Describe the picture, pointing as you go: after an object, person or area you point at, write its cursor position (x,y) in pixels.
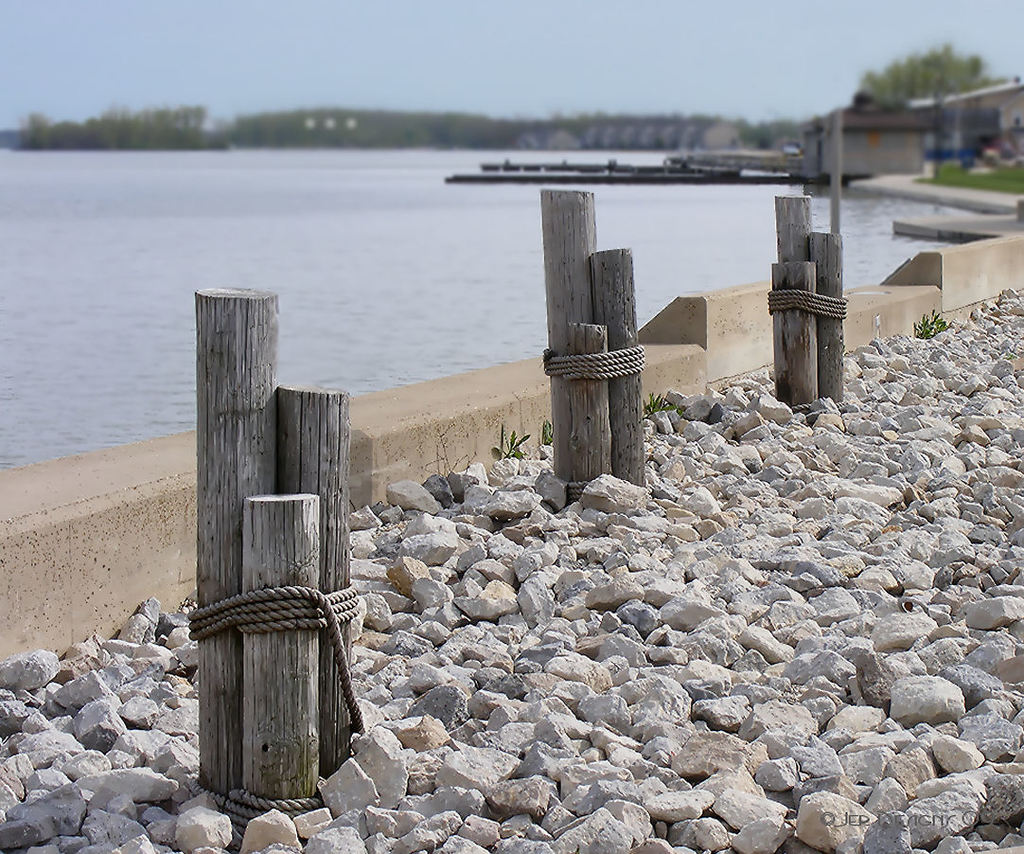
In this image in front (934,542) there are rocks (713,611). There are wooden logs (553,387) tied with ropes (571,374). In the center of the image (370,342) there is water (295,217). In the background of the image (790,136) there are buildings (1018,99), trees (607,117) and sky (604,29). There is some text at the bottom of the image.
